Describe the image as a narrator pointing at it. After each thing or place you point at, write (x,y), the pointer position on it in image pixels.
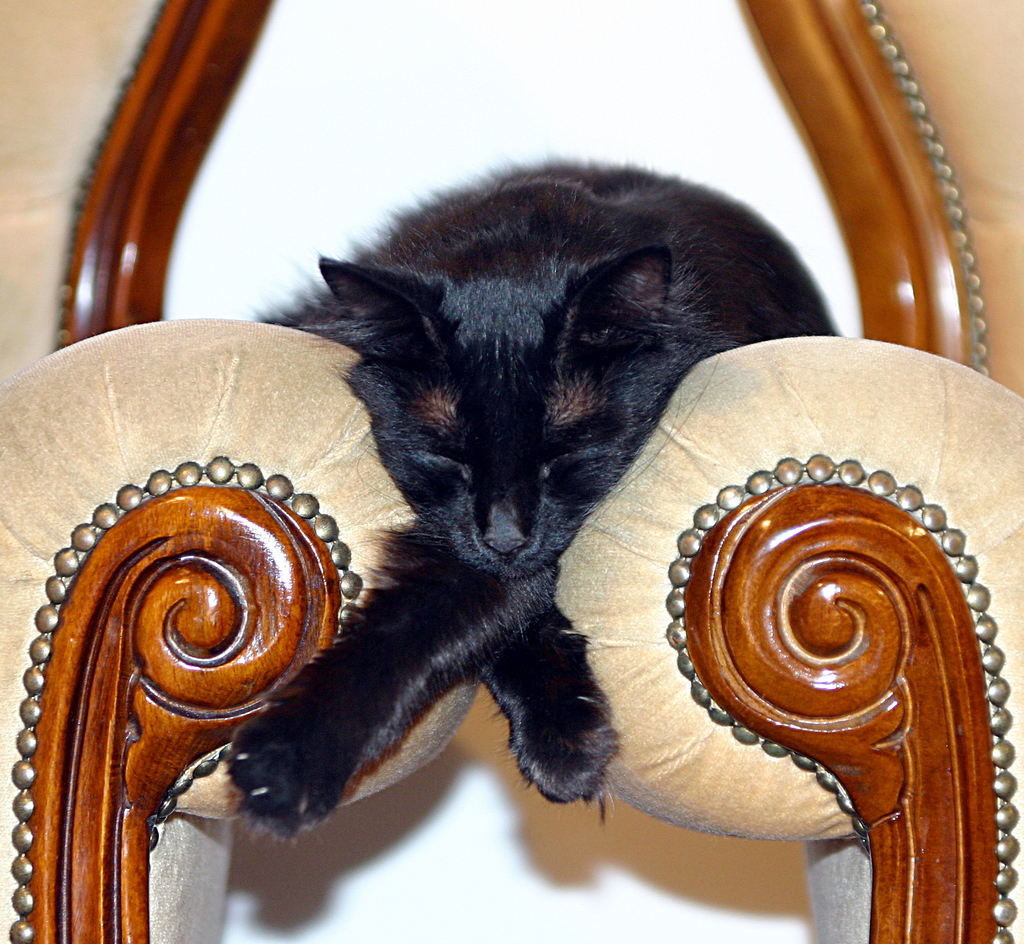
In this image, we can see a black cat (650,257) in between objects (348,497).
